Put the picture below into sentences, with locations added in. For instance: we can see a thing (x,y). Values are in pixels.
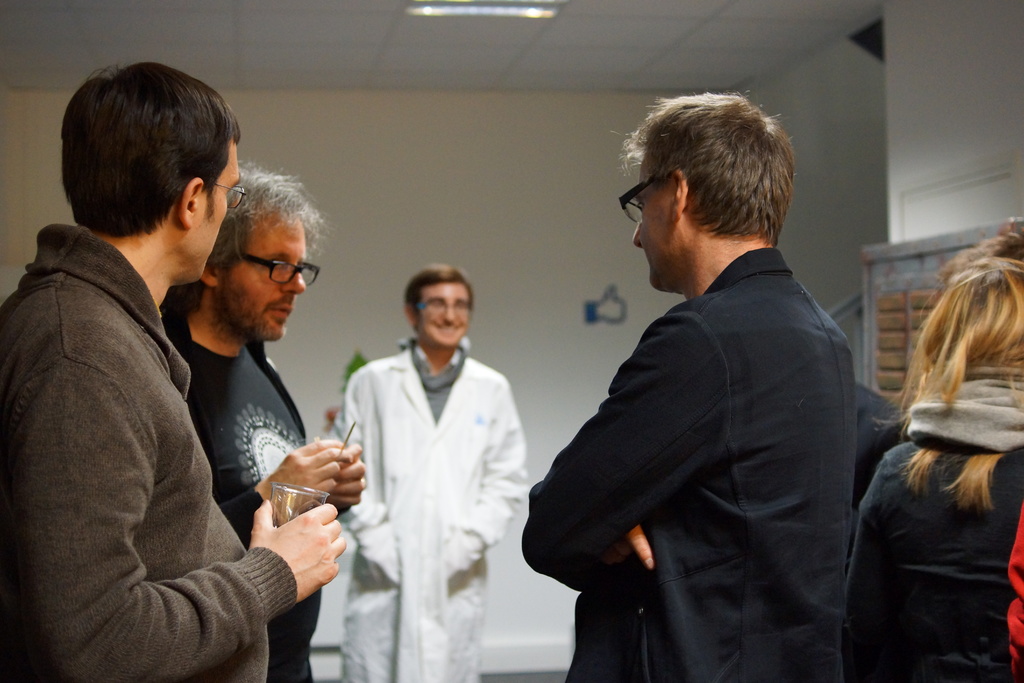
In this image, we can see people (656,341) standing and wearing glasses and some of them are holding objects (290,507) in their hands (305,455). In the background (482,90), there is a wall (627,108) and at the top (455,39), there is a light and a roof (564,16).
